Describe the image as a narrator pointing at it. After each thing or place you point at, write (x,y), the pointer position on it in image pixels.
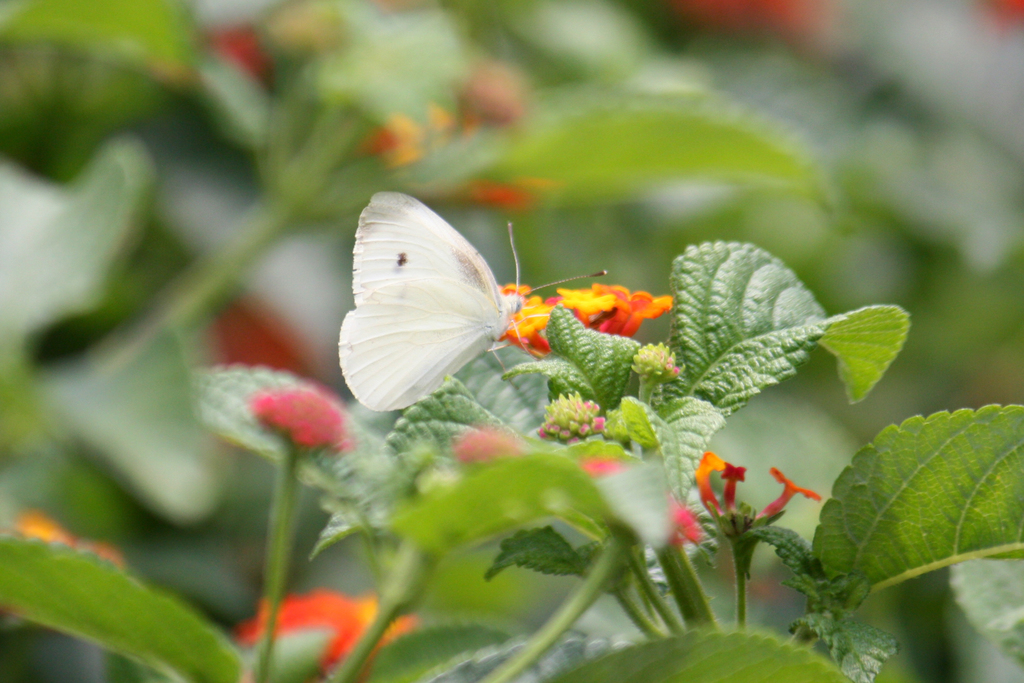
In this image we can see a butterfly (476,342) on the flower (533,339), there are plants (447,440), and flowers (481,452), also the background (600,24) is blurred.
